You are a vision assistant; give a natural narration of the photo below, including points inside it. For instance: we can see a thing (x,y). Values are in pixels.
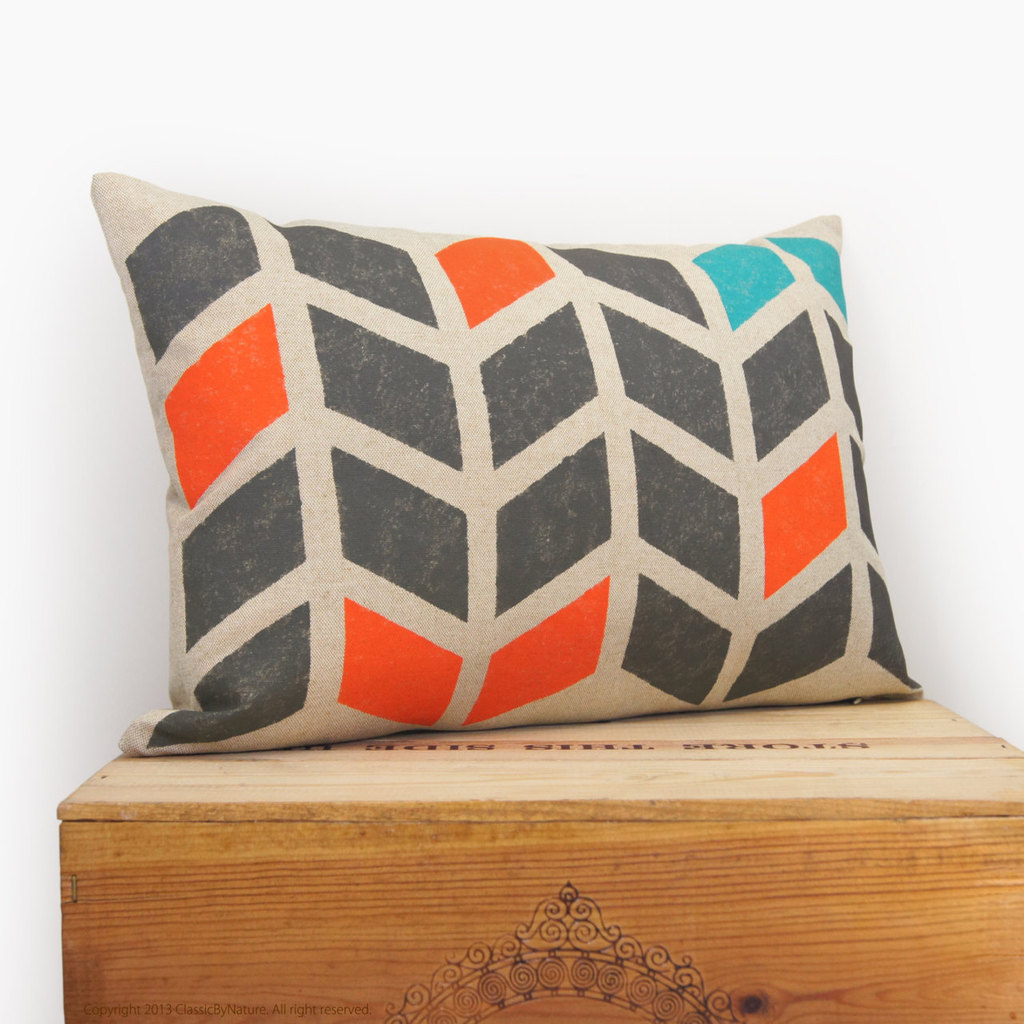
In this picture, we see a wooden table (442,760) on which pillow (571,715) is placed. It is in white, black, orange and blue color. In the background (102,6), it is white in color and it might be a white wall (85,514).
